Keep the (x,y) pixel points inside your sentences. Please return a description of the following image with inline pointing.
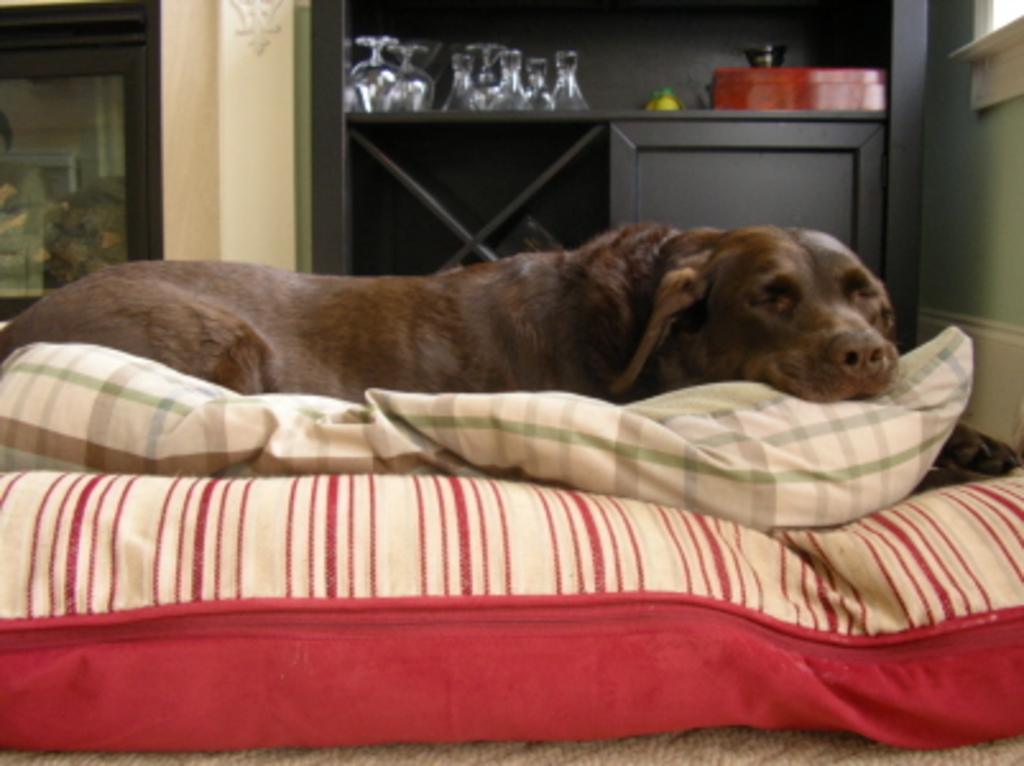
In this image we can see a dog (255,315) lying on a bed (610,580). On the backside (109,239) we can see a door (122,234), a decor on a wall (282,249), some glasses (467,102) and boxes (826,102) placed on the surface (767,112) and a cupboard (699,204).
